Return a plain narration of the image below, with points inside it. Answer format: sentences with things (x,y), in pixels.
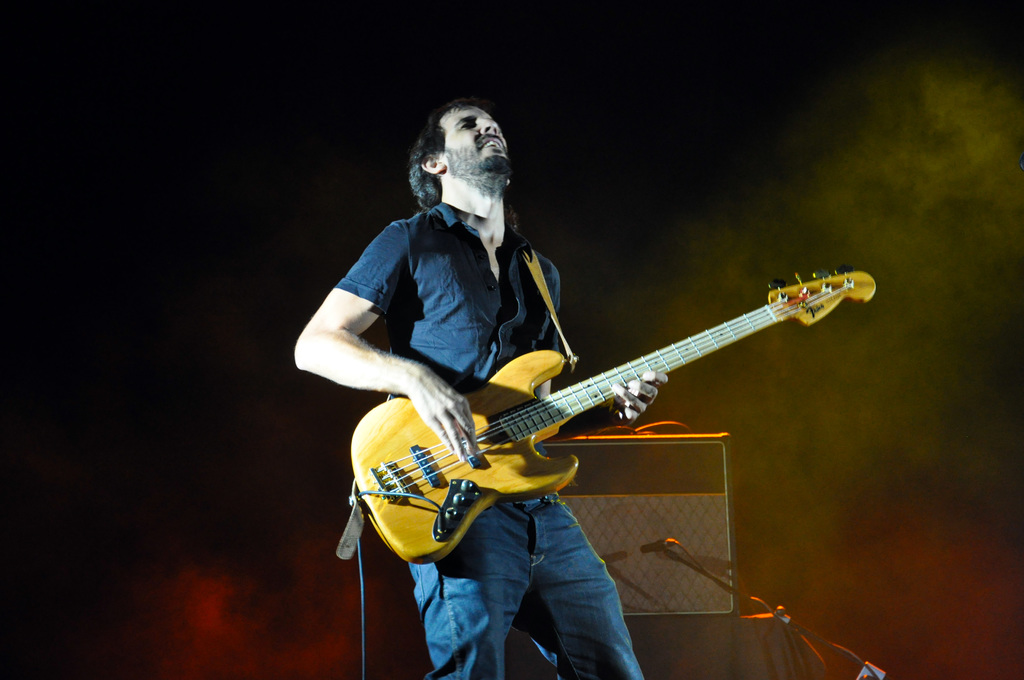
In the center of the image (473,290) we can see a man (480,177) is standing and holding a guitar (471,400) in his hand (472,431). In the middle of the image (627,440) we can see a musical instrument (726,530), mic stand (779,605) are present.
